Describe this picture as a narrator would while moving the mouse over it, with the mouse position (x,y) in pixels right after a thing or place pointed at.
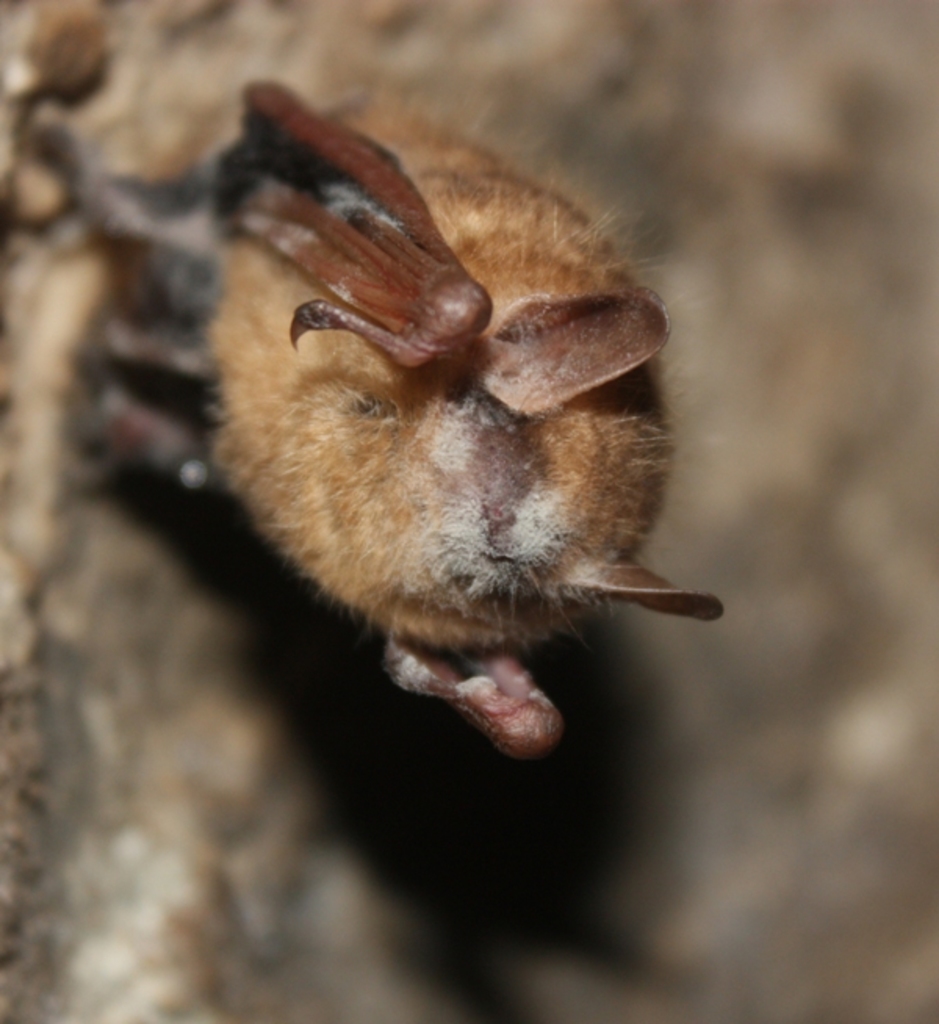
In this image there is a bat (333,392), the background of the image (681,886) is blurred.
